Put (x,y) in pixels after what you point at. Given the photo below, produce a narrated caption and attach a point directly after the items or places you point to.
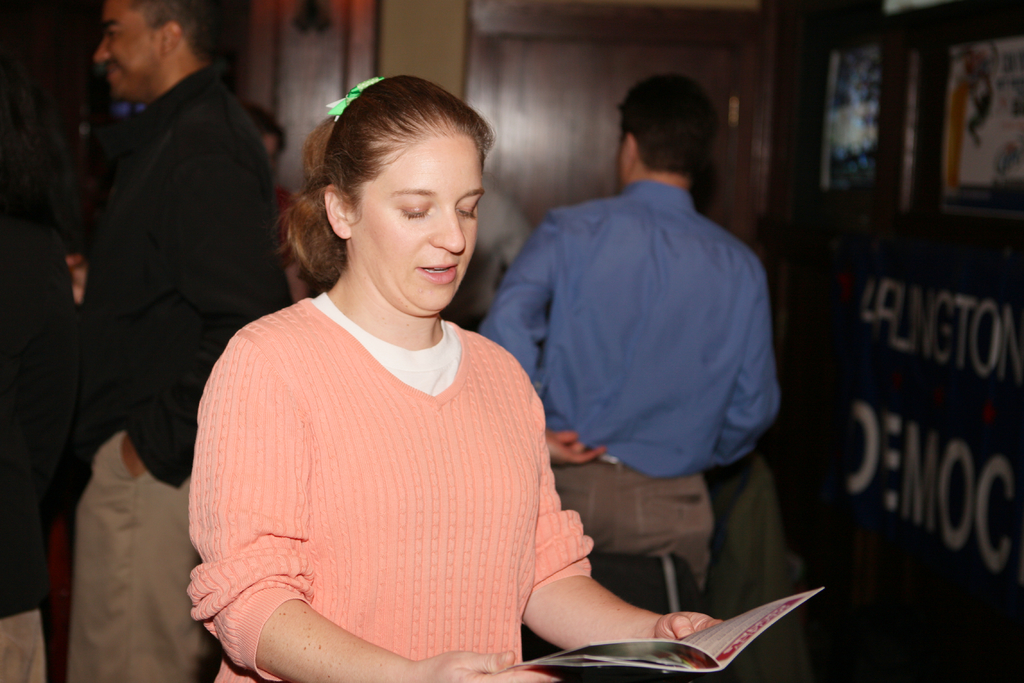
In the picture there is a woman (507,594), she is standing and holding a magazine (686,641) and behind her there are some other people (204,204) they are discussing something with each other and on the right side (1005,270) there are some posters (981,282) stick to the wall (826,66) and beside the posters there is a door (499,69).
